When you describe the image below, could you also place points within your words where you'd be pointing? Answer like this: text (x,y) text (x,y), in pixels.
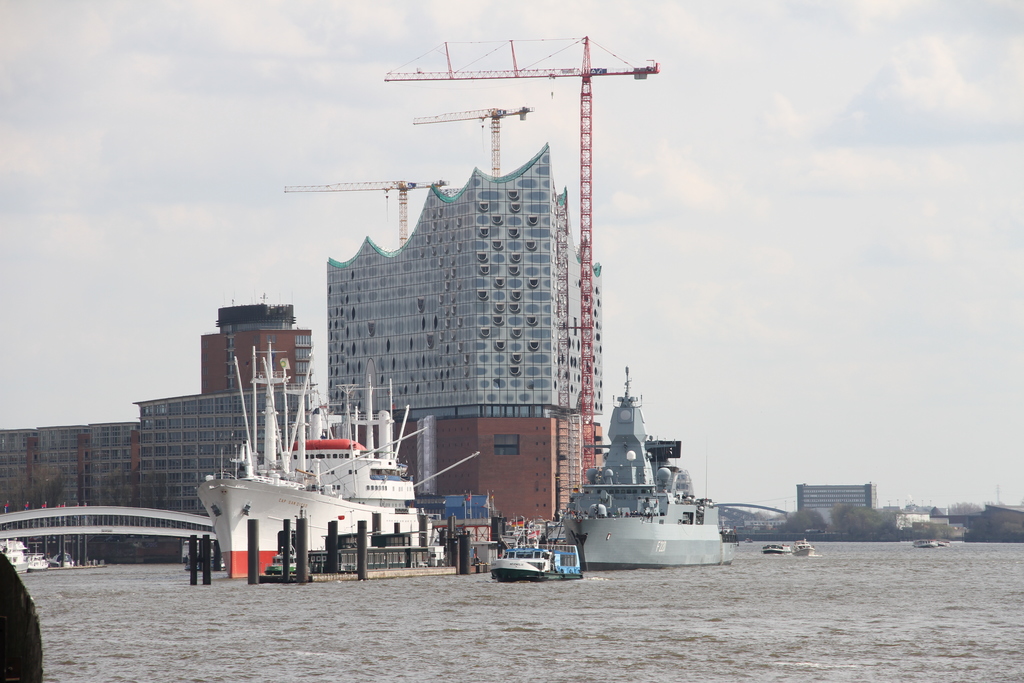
In this image in front (651,503) there are ships (513,575) in the water (412,617). At the left side of the image (157,533) there is a bridge (174,536). On the backside (629,74) there are cranes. In the background (447,451) there are buildings (495,407), trees (848,528) and sky (854,197).
